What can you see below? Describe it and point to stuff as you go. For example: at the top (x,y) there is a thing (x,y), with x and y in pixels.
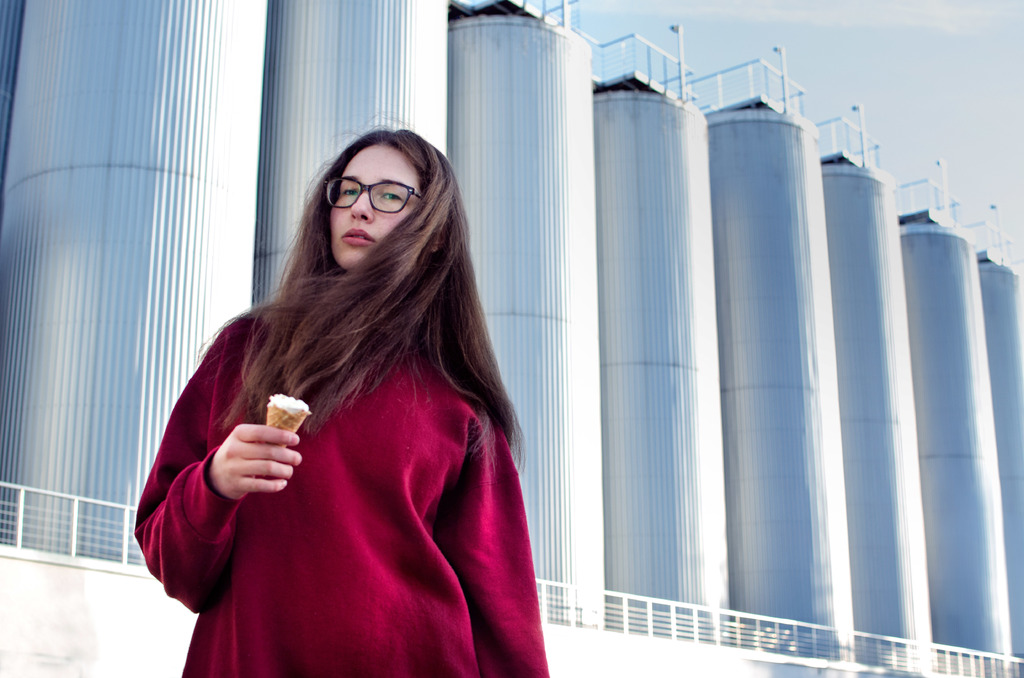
In this image we can see the person (314,414) standing and holding food item (280,419). At the back (642,613) there is the wall (756,676) with fence (702,611) and there are machines (648,132), poles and the sky (929,94).
